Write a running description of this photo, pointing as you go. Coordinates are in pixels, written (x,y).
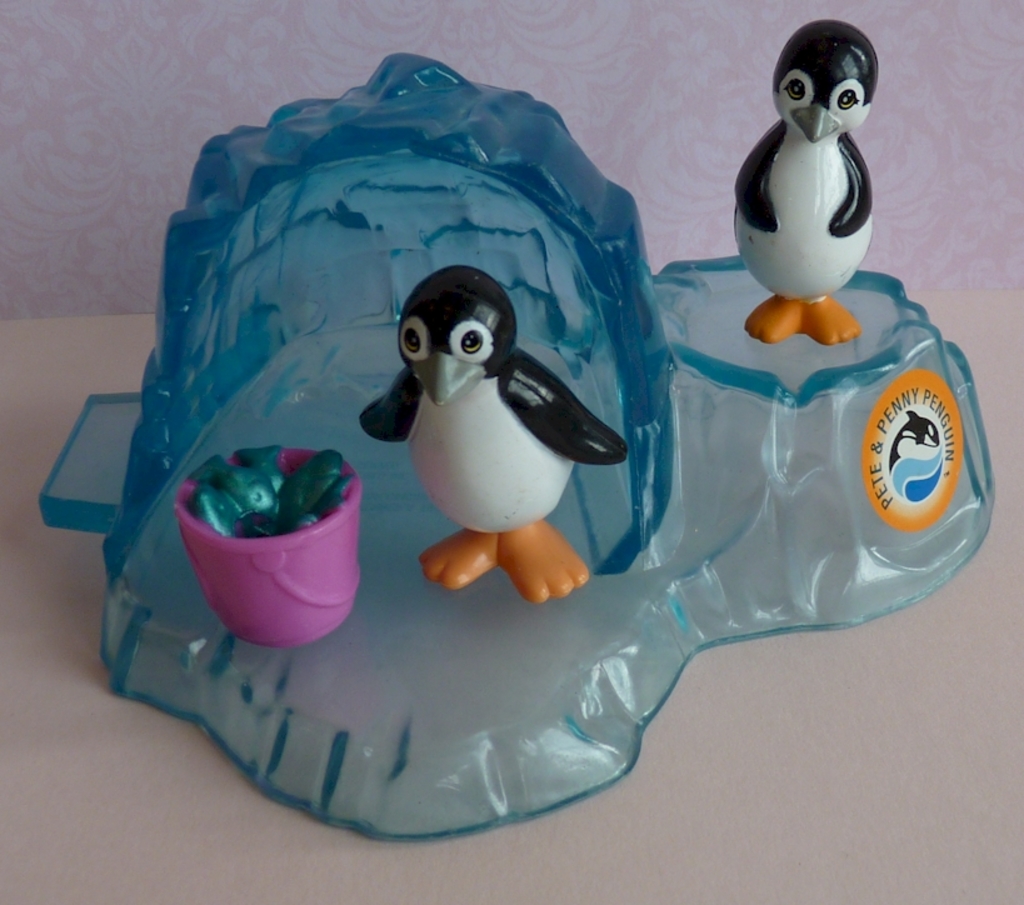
In the center of the image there is a platform (944,790). On the platform (830,650), we can see a toy (835,370), in which we can see penguins (752,332), one bucket (332,595), fish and one sticker (925,477) with some text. In the background (662,150) there is a wall (952,80).
